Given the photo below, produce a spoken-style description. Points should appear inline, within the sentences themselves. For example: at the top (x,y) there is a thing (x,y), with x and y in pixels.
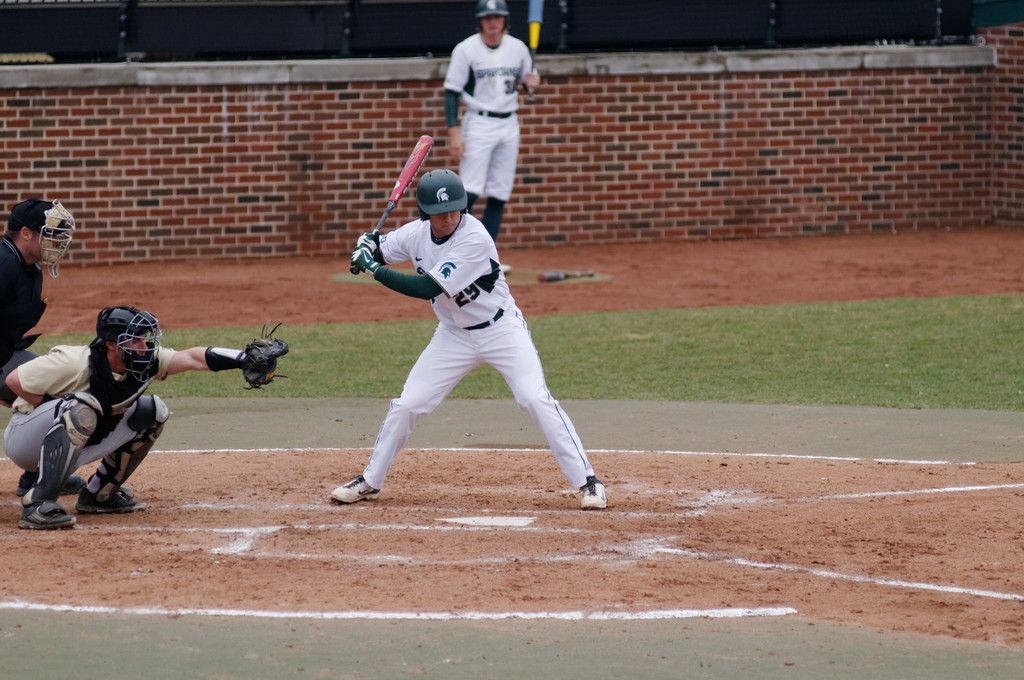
In this image we can see a few people (432,183) playing baseball, two of them holding bats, also we can see the grass (780,342), and the wall (584,230).
